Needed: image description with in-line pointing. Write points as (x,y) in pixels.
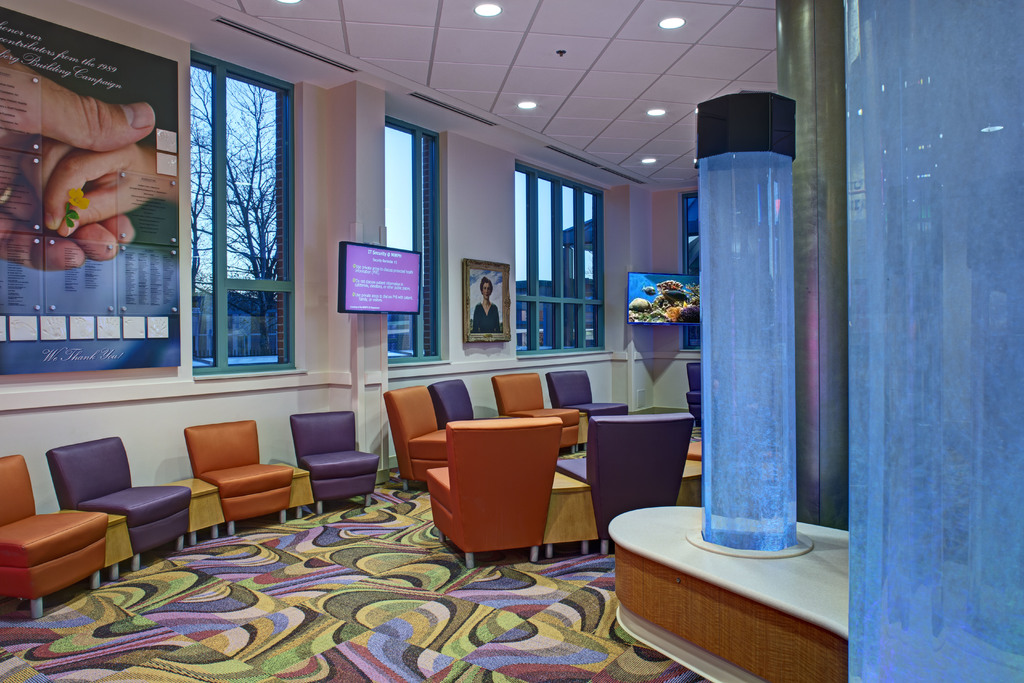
In this image there is a room (559,451) in which there are so many chairs (400,457) on the floor (397,554). On the left side (262,183) there are windows (572,192). At the top (593,80) there is ceiling (578,76) with the lights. On the left side (93,225) top there is a poster (95,204) which is fixed to the wall (642,225). In the background (679,294) there is a screen (680,309). To the wall (87,22) there is a photo frame (485,303). On the floor (308,617) there is a design (383,603). On the right side (890,275) there is a glass item (946,304).
